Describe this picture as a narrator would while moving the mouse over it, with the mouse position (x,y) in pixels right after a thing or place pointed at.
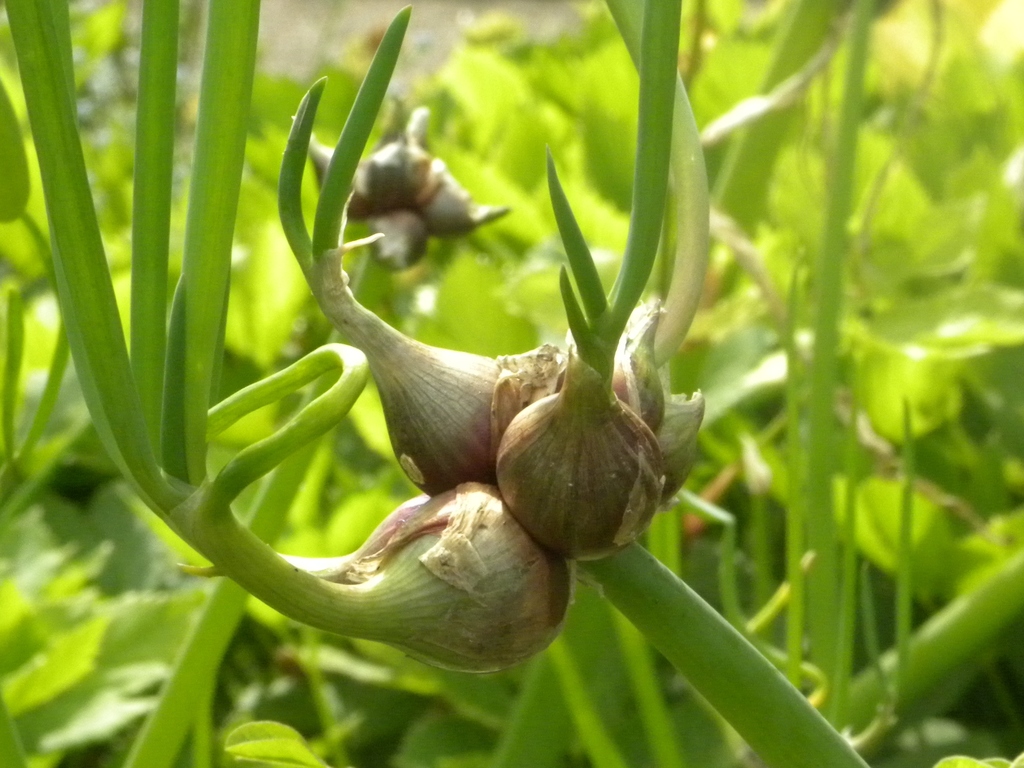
In this image we can see onions (475,446) to the plants (826,359).
